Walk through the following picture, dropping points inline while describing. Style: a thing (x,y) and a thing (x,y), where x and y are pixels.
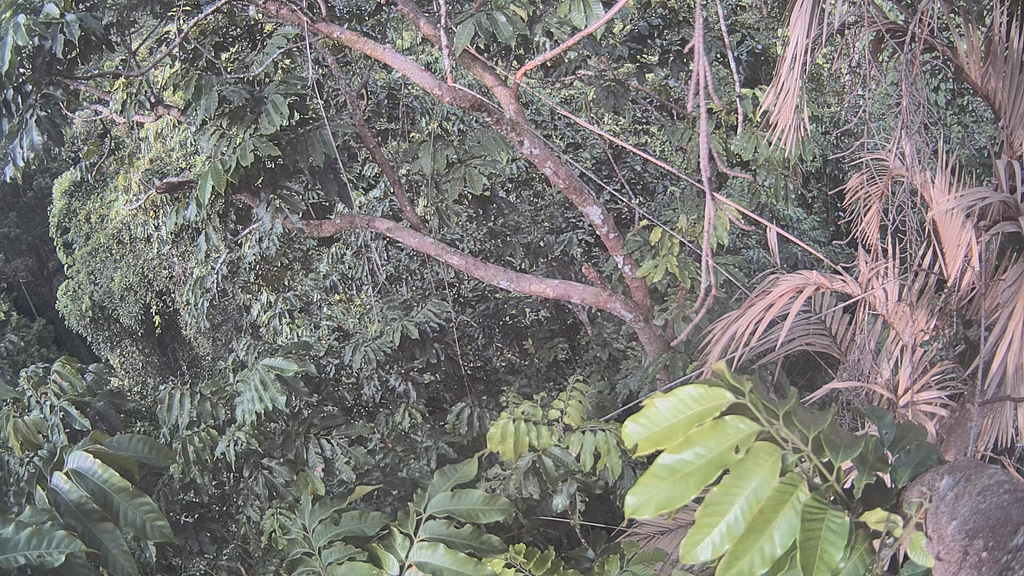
The picture consists of different trees (361,314). On the right (942,223) there are dried palm tree leaves (929,316).
